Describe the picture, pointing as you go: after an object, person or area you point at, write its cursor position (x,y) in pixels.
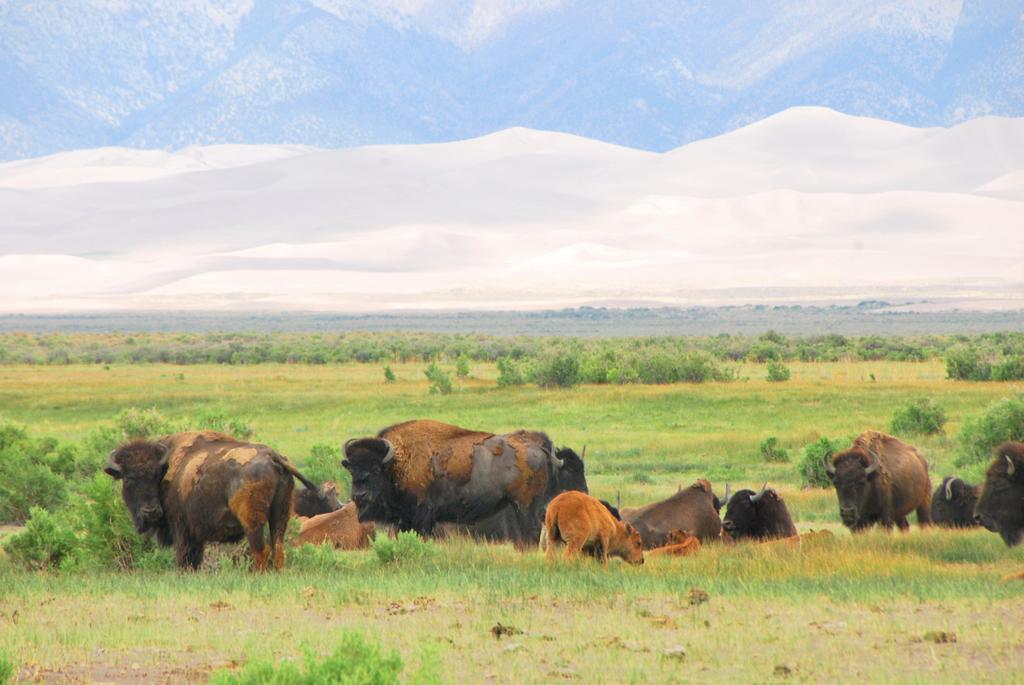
There is a land (753,424) covered with many plants (771,437) and grass (388,624), on the land (649,472) there are few oxen (443,437). In the background (335,337) there are many other trees (632,366) and mountains (259,256).
